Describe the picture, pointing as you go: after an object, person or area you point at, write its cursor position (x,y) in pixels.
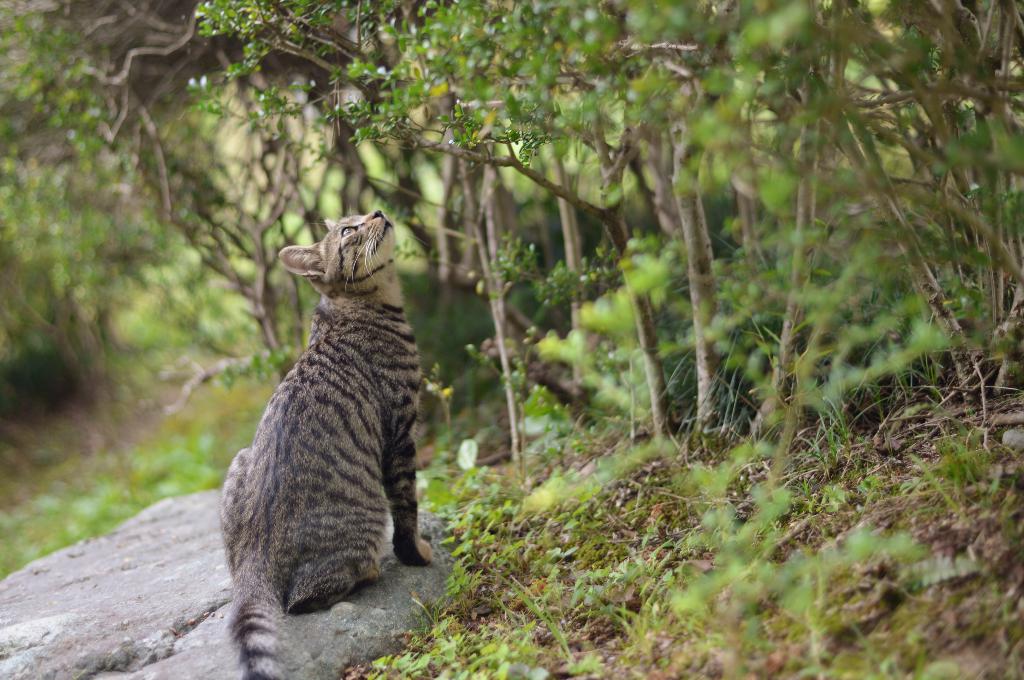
In this picture there is a cat (413,400) who is sitting on the stone (312,625). In the back (503,260) I can see plants (964,236), trees (694,208) and grass (652,477).
